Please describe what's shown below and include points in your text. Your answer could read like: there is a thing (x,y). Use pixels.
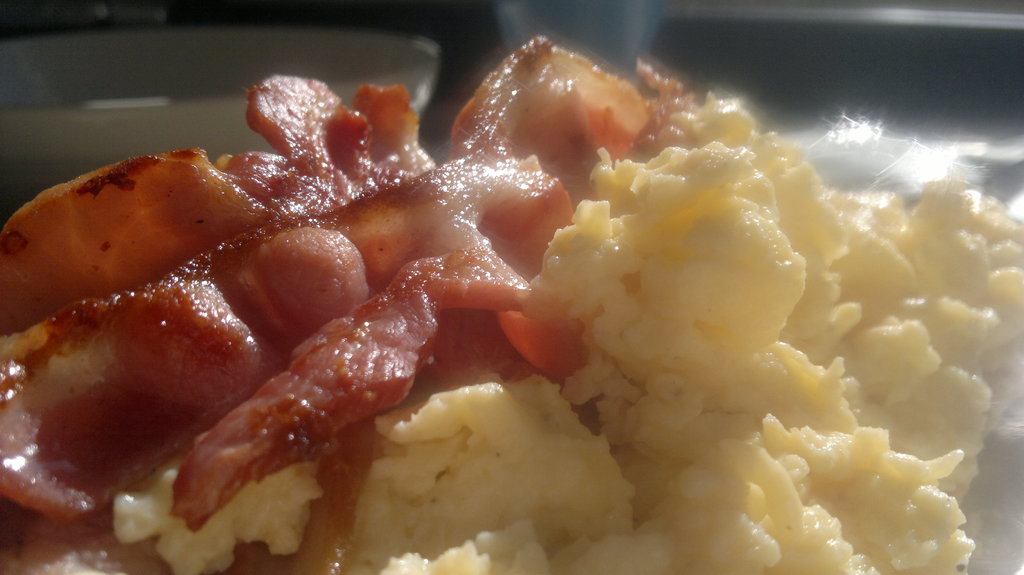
In this image we can see some bowl (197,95). On the backside (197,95) we can see a bowl (213,125).
